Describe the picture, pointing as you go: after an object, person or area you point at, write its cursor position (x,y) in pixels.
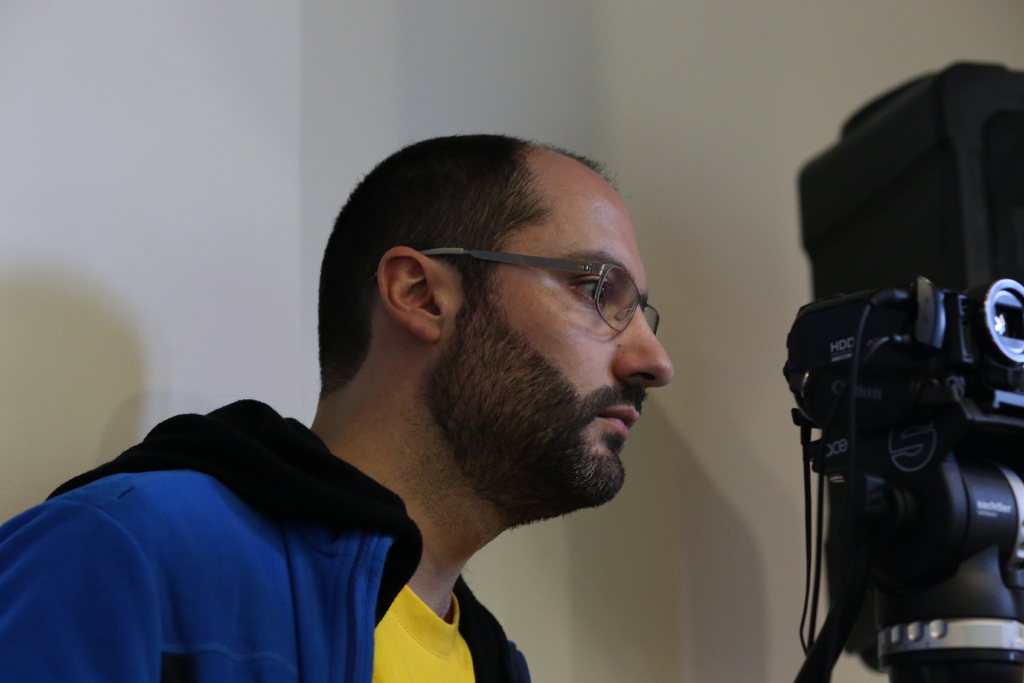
In this image, we can see a man (386,612) standing and he is wearing specs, he is wearing a blue color jacket (181,570), at the right side (916,360) there is a black color camera (912,384), in the background (540,615) there is a white color wall (532,629).
